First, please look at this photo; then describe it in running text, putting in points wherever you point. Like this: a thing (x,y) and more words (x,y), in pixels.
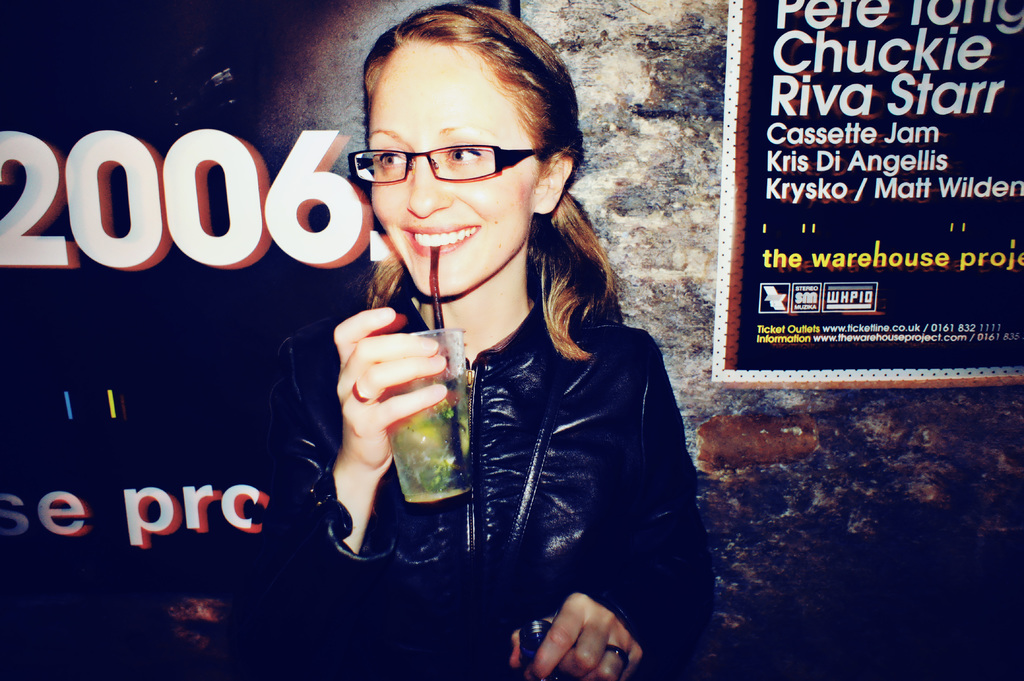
In this image we can see a girl (610,421) holding a glass (431,418). In the background of the image (643,78) there is wall (134,672). There is a banner (821,36) with some text (231,191).
